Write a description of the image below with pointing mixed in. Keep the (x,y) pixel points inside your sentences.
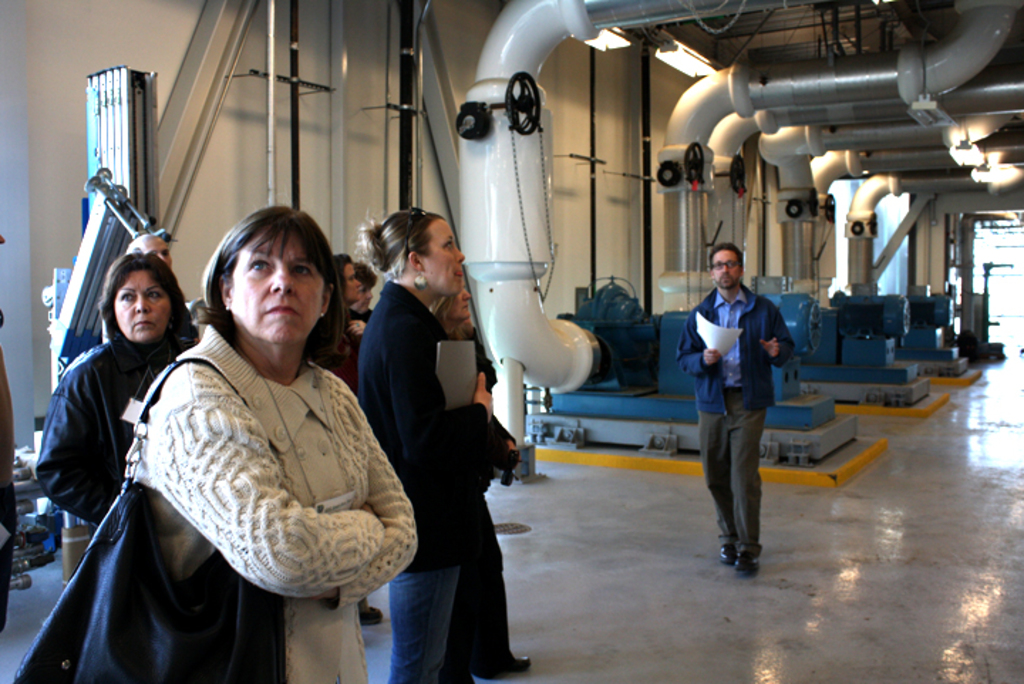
In this picture we can observe some people (304,313) standing. There are women (308,320) and a man (730,320). In the background (673,302) we can observe machinery (784,298) which is in white, blue and black color. There are lights (678,60) fixed to the ceiling (709,49). We can observe a wall (597,192) here.
